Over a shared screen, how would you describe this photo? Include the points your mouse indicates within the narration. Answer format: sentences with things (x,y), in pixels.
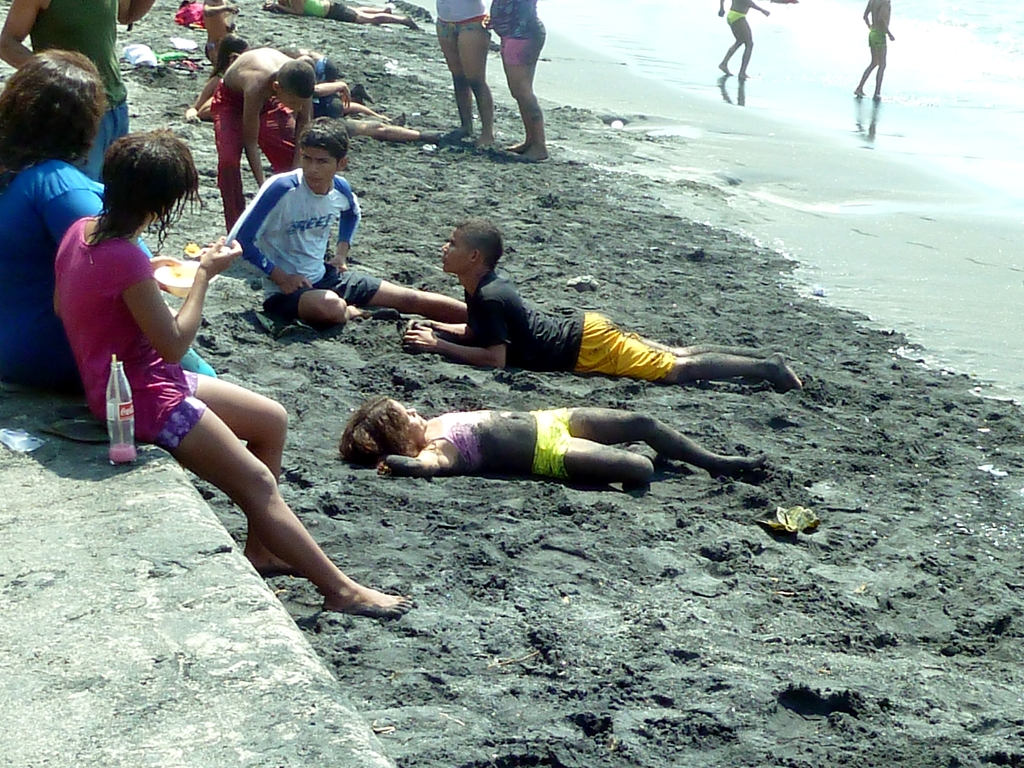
In the foreground (728,323) I can see two persons (223,440) are sitting on a fence (189,634) and are holding some objects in their hand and a group of people (526,356) are lying on the beach (751,592). In the background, I can see a group of people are standing in the water (756,141). This image is taken, maybe during a day.
